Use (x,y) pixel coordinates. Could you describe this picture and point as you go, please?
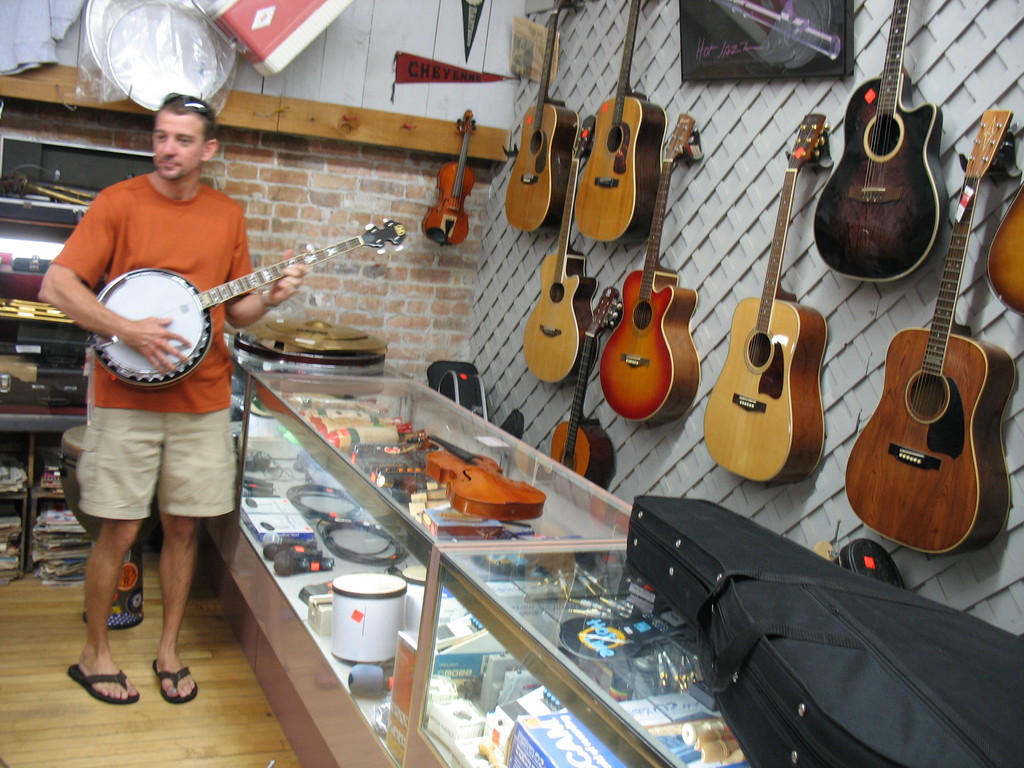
There is a man (127,390) standing with musical instrument (161,299) in his hand (167,338). There is a table (292,581). On the table (673,634) there is a violin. On the right (931,143) there is a wall (749,96) where many guitars (584,166) are hanged. There is a picture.
